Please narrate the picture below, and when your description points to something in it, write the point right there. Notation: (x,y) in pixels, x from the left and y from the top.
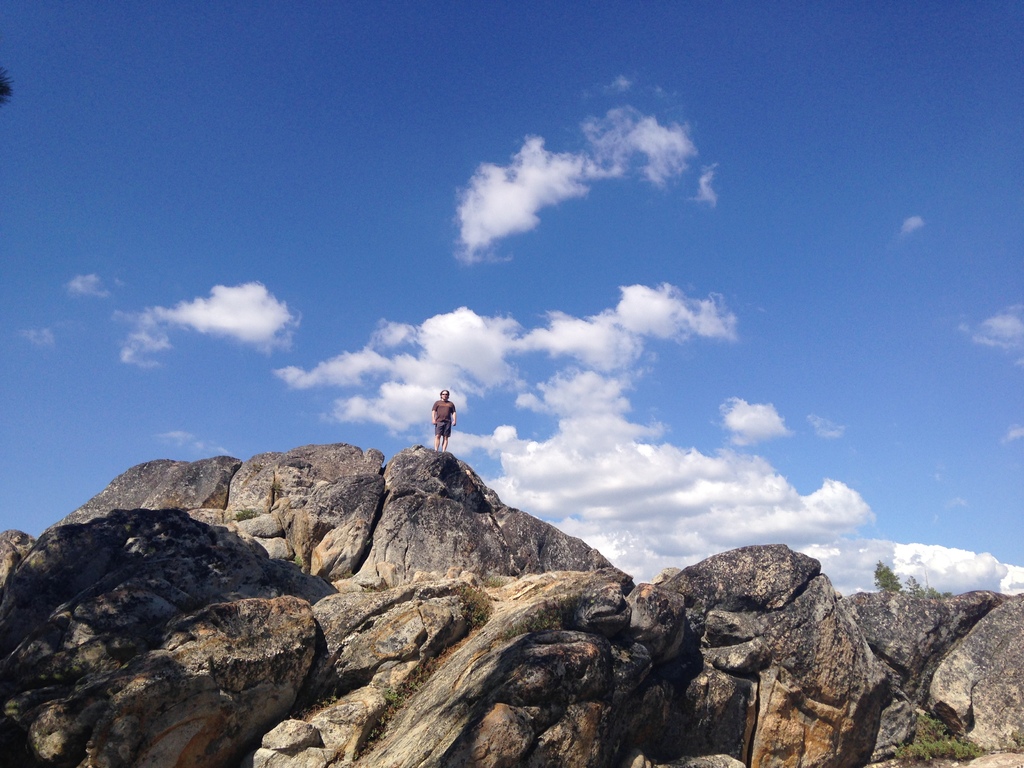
As we can see in the image there are hills (538,615), a person (452,411) standing, sky (345,142) and clouds (600,456).
